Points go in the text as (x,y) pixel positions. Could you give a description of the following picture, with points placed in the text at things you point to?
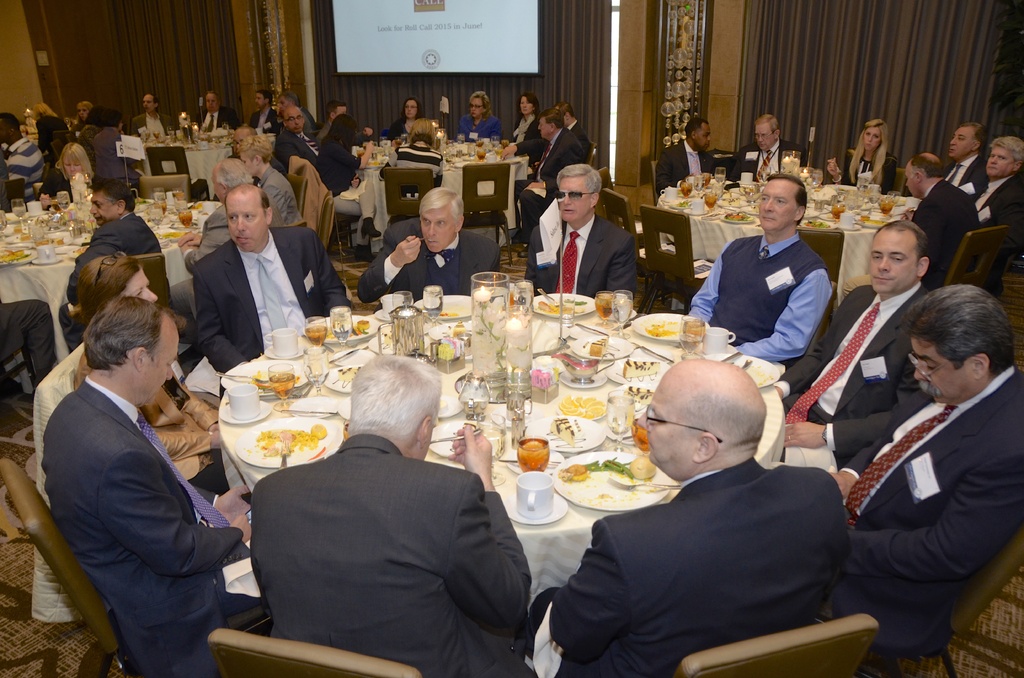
A screen (444,37) on curtain (575,40). Persons (553,139) are sitting on chair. In-front of them there are tables (550,346), on this table (301,367) there is a plate (267,427), cups (255,401), glasses (519,451), candles (511,322) and food (564,437).
